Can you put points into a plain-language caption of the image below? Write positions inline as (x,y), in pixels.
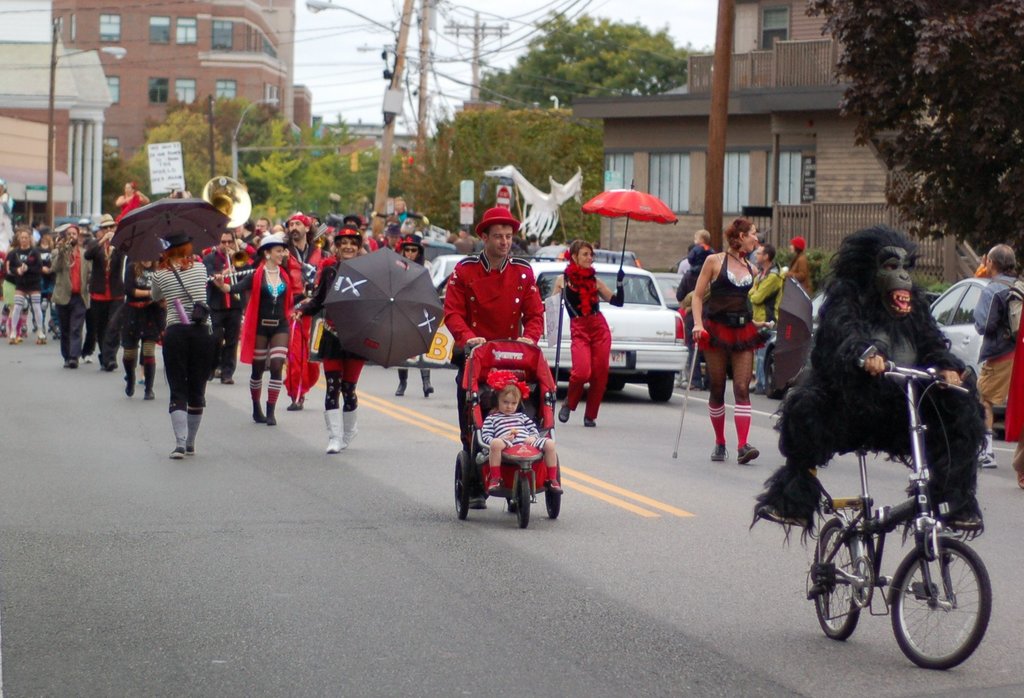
In this image there are people (66,289) and buildings (157,71) in the left corner (97,43). There are people (737,220) holding objects (556,190), there are vehicles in the foreground (872,250). There is a road (681,503) at the bottom (689,695). There are trees (406,189) and buildings (155,44) in the background (639,62). There are buildings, trees (958,206), vehicles (969,360) and people (931,351) in the right corner (971,335). And there is a sky (3,32) at the top (17,18).
